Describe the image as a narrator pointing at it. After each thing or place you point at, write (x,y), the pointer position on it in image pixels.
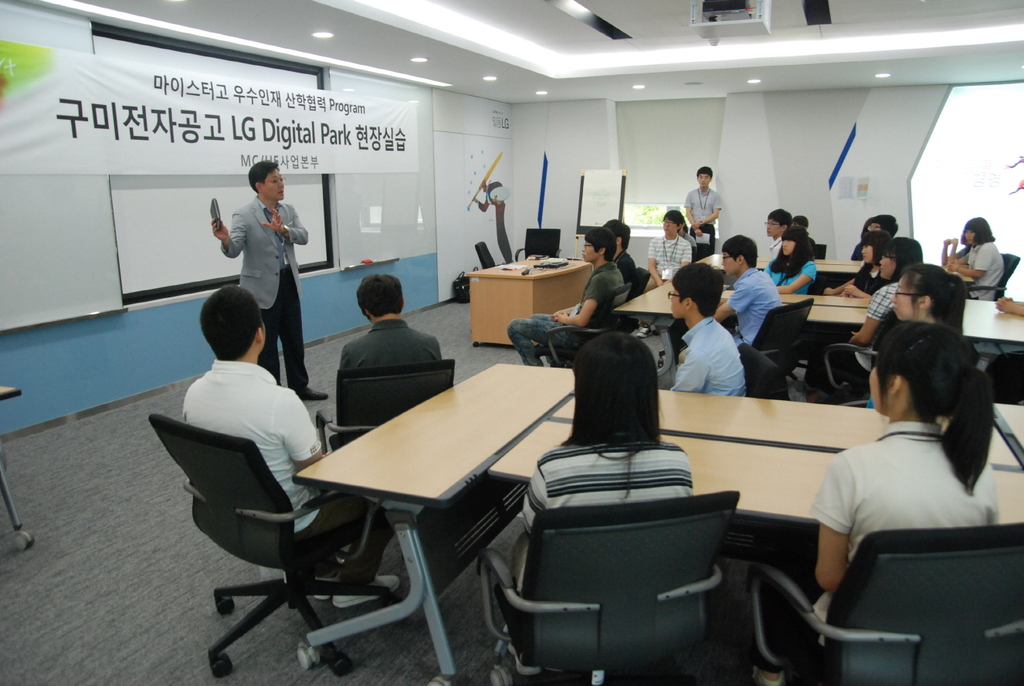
The person (271,244) wearing suit (276,249) is standing and speaking in front of a group of people (683,354) and there is a banner (284,133) behind him which has lg digital park written on it.
